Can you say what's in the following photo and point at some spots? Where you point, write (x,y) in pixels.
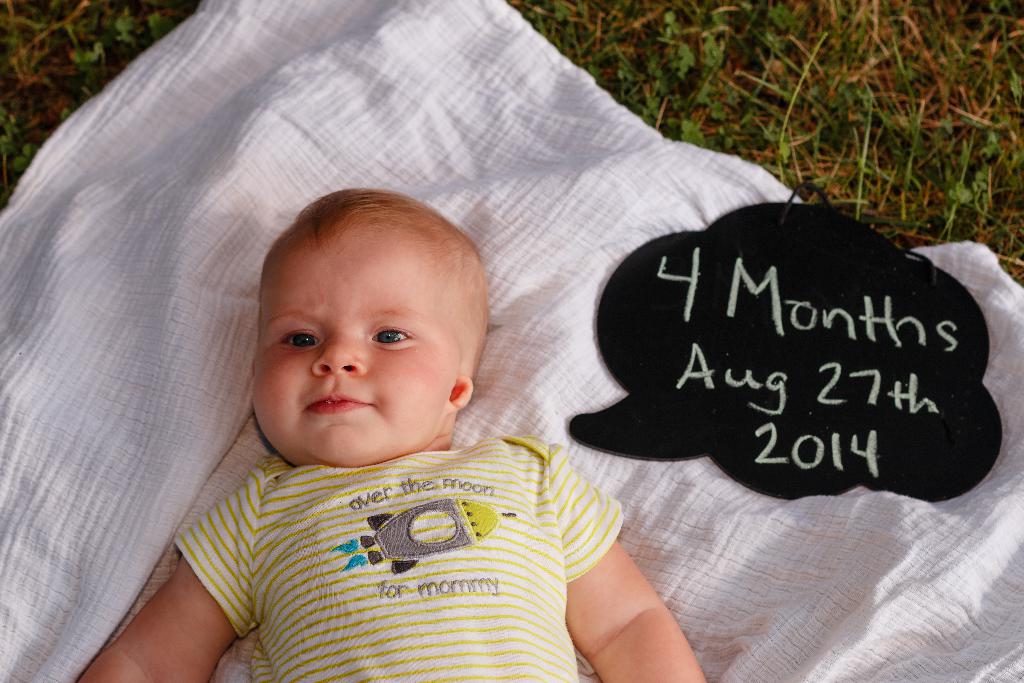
In this image in the center (472,338) there is one baby (337,544) and under the baby (155,604) there is a blanket (915,613), on the right side (813,415) there is some text (776,410). In the background (664,66) there is grass (720,125).
